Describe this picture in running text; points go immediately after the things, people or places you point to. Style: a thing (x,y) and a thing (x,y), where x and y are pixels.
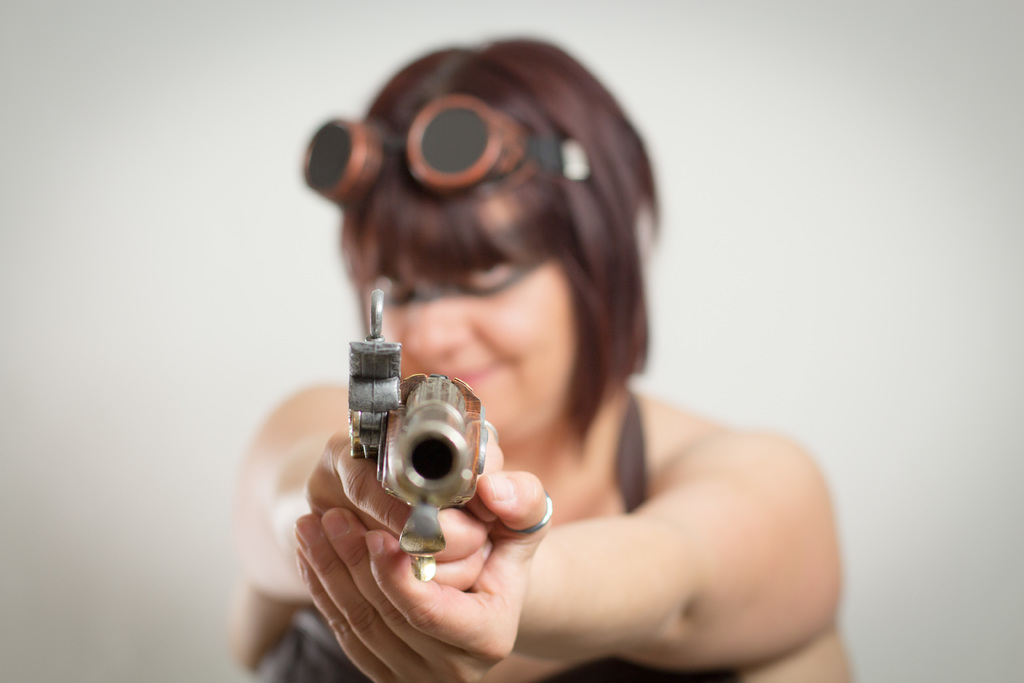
In this image I can see the person (242,475) is holding something. Background (195,399) is in white color.
